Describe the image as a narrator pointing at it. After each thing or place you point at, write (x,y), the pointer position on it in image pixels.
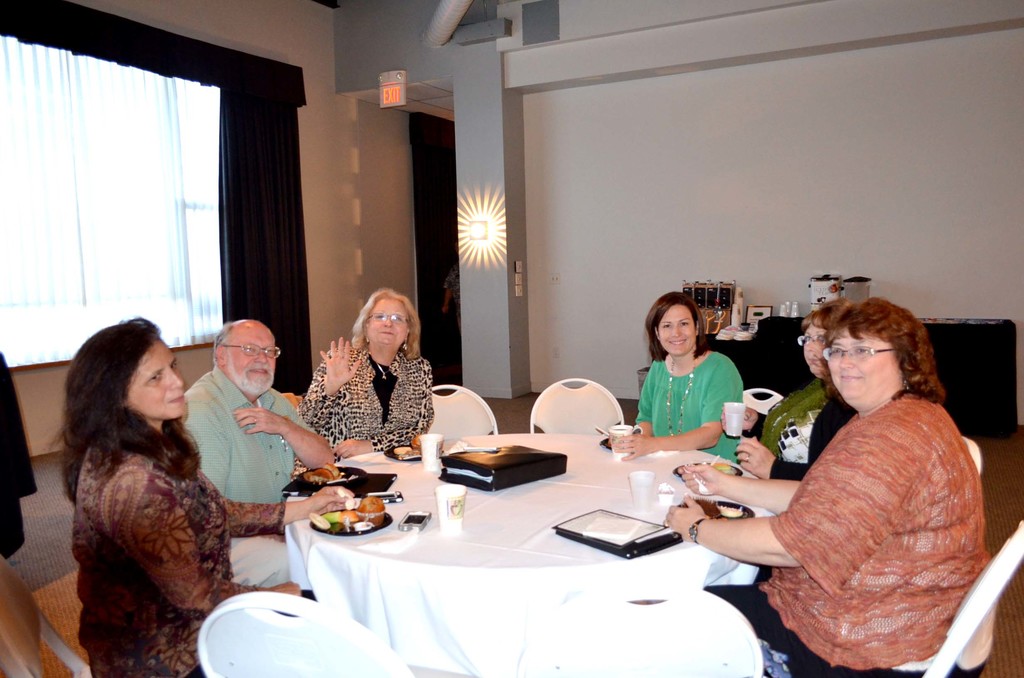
This is the picture of a room (875,156). In this image there are group of people (113,446) sitting around the table (477,585). There is a food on the plate (366,507). There are plates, cups (435,458) and books (598,543) and there is a phone (418,515) on the table (431,524) and the table (455,590) is covered with white color cloth (473,602). At the back (742,346) there is a door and there are bottles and objects (729,331) on the table (784,370). On the left side of the image (201,225) there is a window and there is a curtain (292,96).
